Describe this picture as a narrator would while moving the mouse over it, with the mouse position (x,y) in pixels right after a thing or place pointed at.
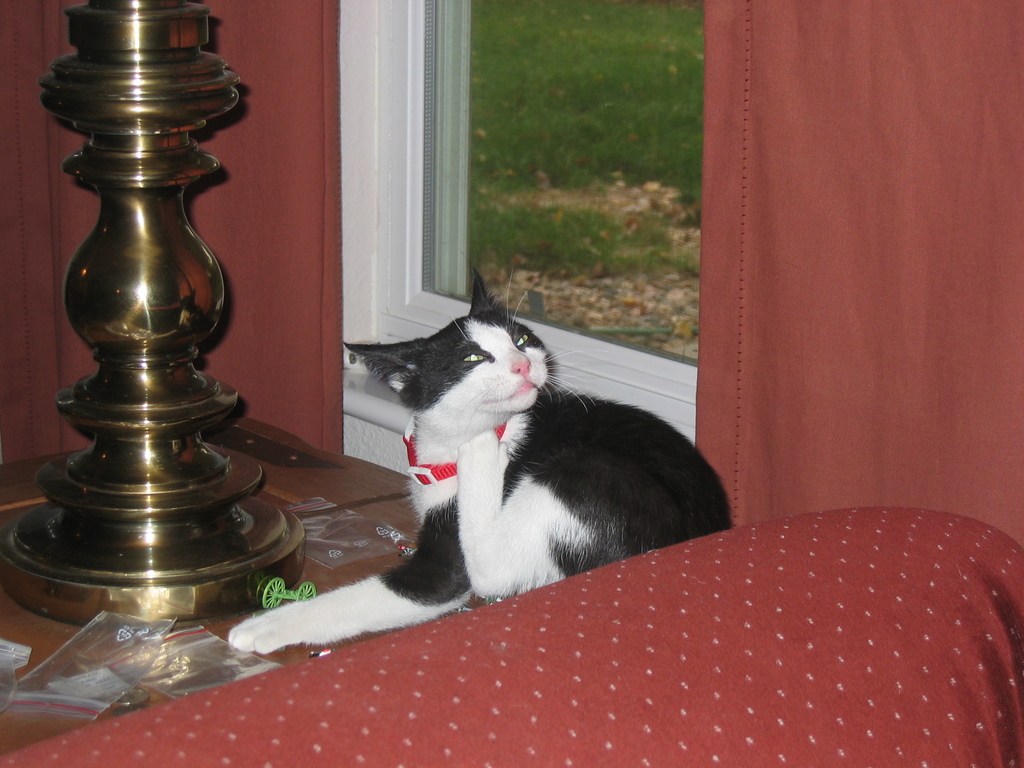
In this image there is a cat (652,499) in the middle of the image (619,504). At the back (512,299) there is a window (635,77) and at the bottom (193,641) there are covers (193,641) and toy (293,590) and at the right (916,229) there is a curtain (925,262), outside the window (551,232) there are plants (606,68).
